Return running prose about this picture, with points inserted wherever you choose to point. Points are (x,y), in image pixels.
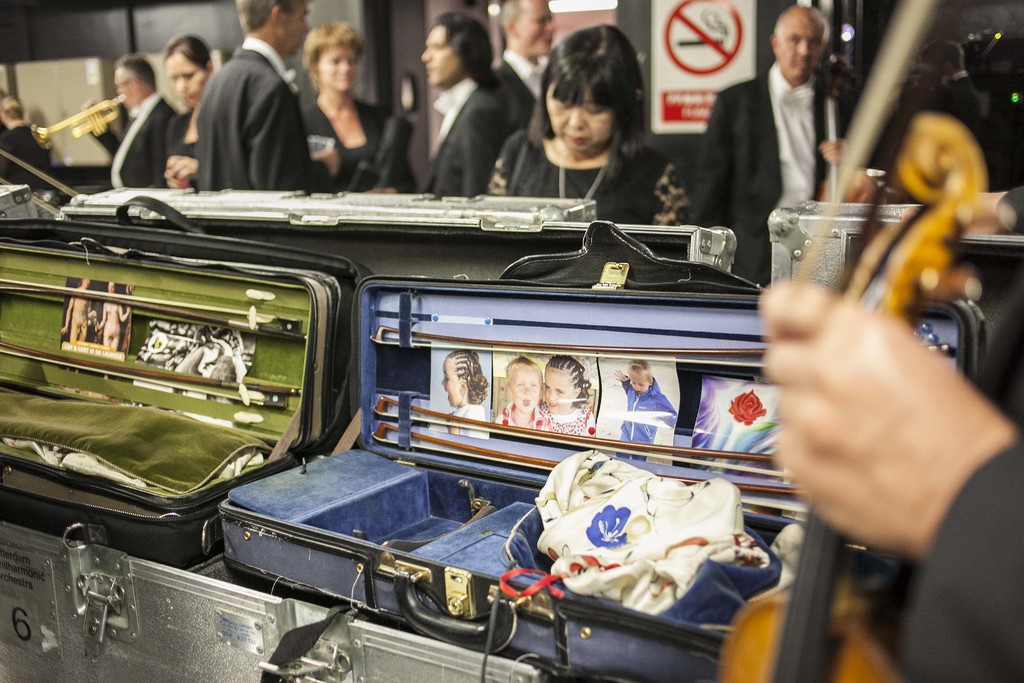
In this image we can see some suitcases (455,479) with pictures (550,429) and some clothes (545,539) in it which is placed on the surface (229,593). On the right side (927,595) we can see the hand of a person (843,513) holding a violin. On the backside (579,161) we can see a group of people (567,152) standing. In that a person (164,157) is playing a trumpet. We can also see a board (677,9) with some text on a wall (636,11).
